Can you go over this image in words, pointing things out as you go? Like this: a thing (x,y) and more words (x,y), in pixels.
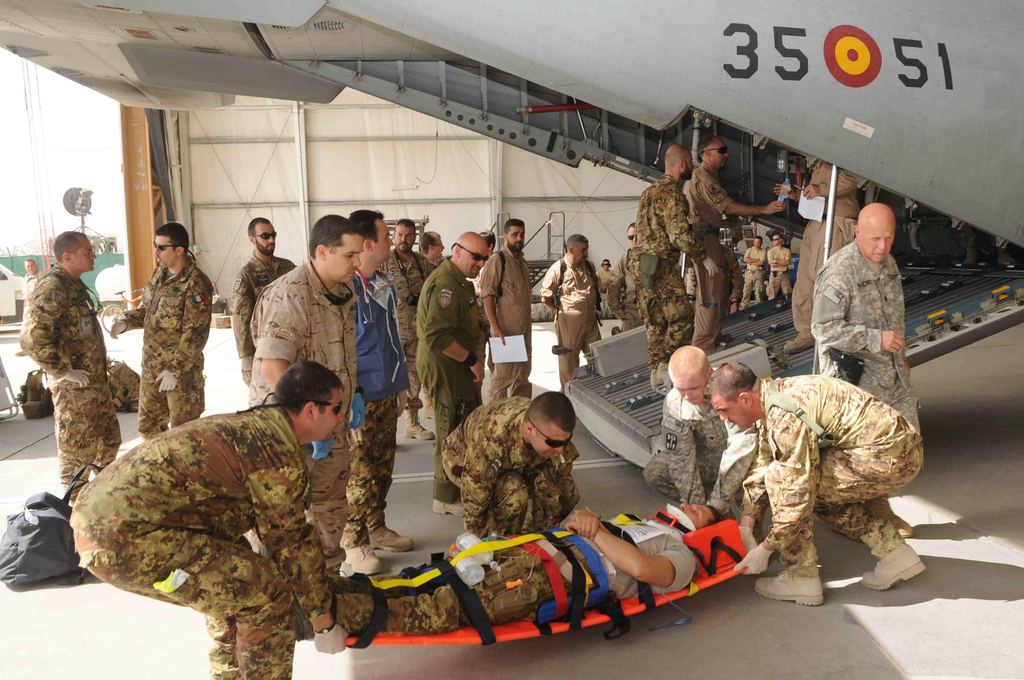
In this picture there is a person (664,541) lying on the stretcher (641,608) and there are group of people (772,481) holding the stretcher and there are group of people (45,356) standing and there are three persons (715,189) standing in the aircraft (421,66). At the back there is a staircase (564,237) and wall (268,195). On the left side of the image (21,286) there is a vehicle (8,284), pole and tree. At the bottom (60,557) there are bags (45,568) on the floor (129,638).
